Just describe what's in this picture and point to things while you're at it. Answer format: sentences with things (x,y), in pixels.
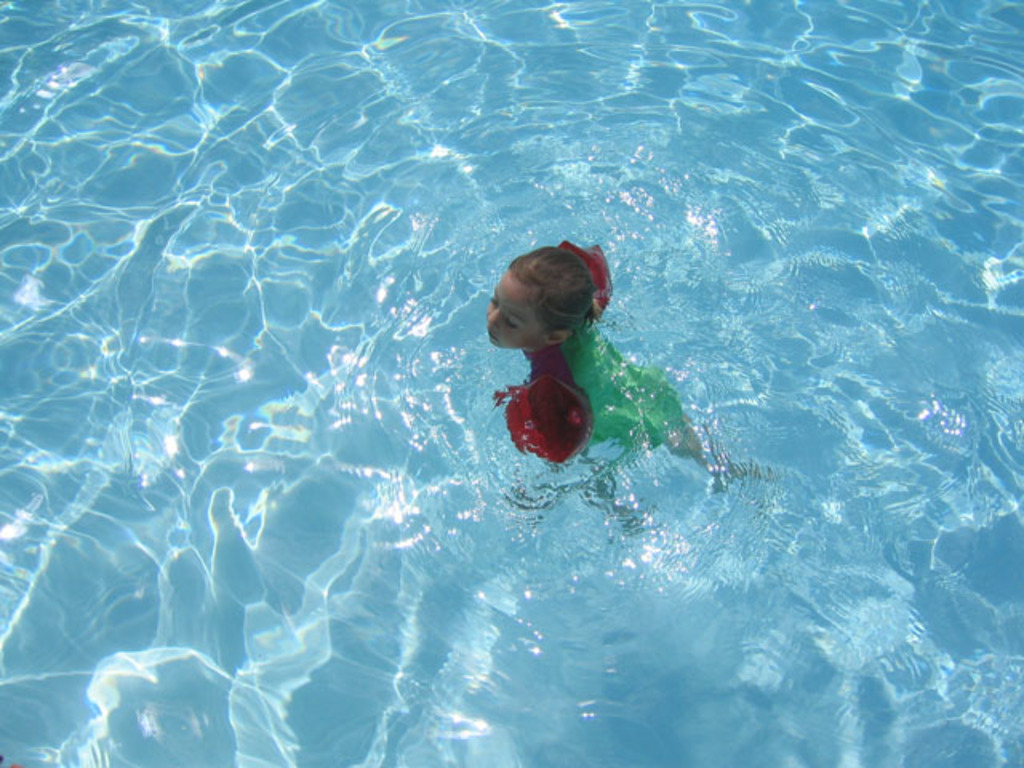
In this image there is a girl (495,315) swimming in the pool (412,263).
